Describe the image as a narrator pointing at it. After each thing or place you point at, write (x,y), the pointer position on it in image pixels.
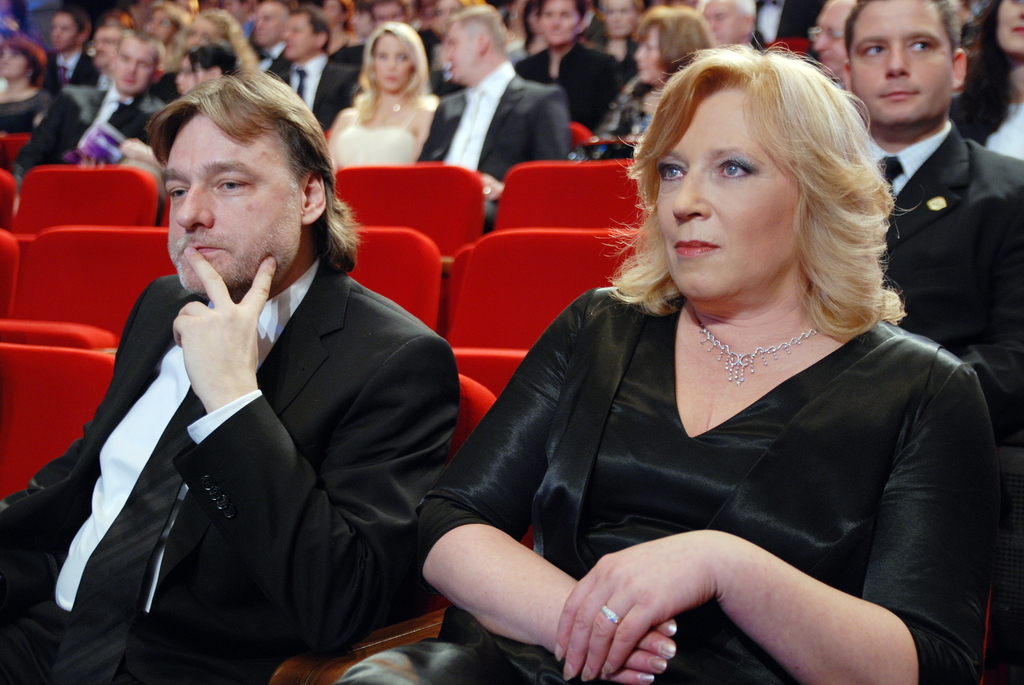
In this image we can see many persons (722,134) sitting on the chairs (466,437).
